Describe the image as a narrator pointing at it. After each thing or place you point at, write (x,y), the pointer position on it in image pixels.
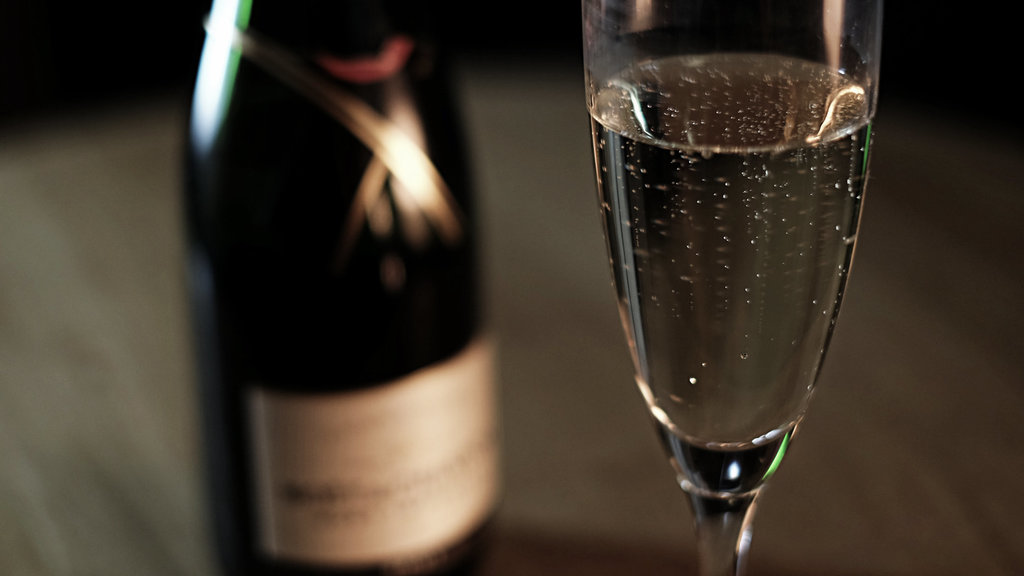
In this image I can see a black color bottle (320,312) and a glass (707,207). In the glass (763,227) I can see liquid (720,259). The background of the image (555,253) is blurred.
